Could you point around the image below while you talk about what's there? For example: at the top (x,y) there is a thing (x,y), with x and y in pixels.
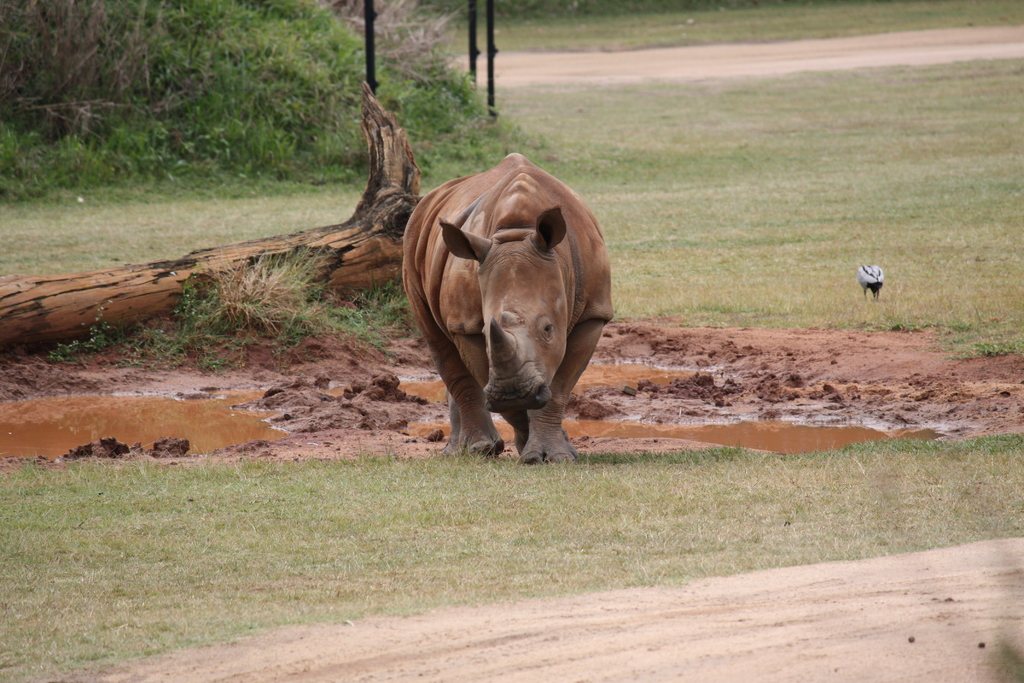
In this image I can see an animal (502,313) and the bird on the ground (532,553). In the background (315,381) I can see the water (502,430) and the mud (330,381). I can see the wooden log (366,265), plants (310,299) and the poles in the back (203,118).
